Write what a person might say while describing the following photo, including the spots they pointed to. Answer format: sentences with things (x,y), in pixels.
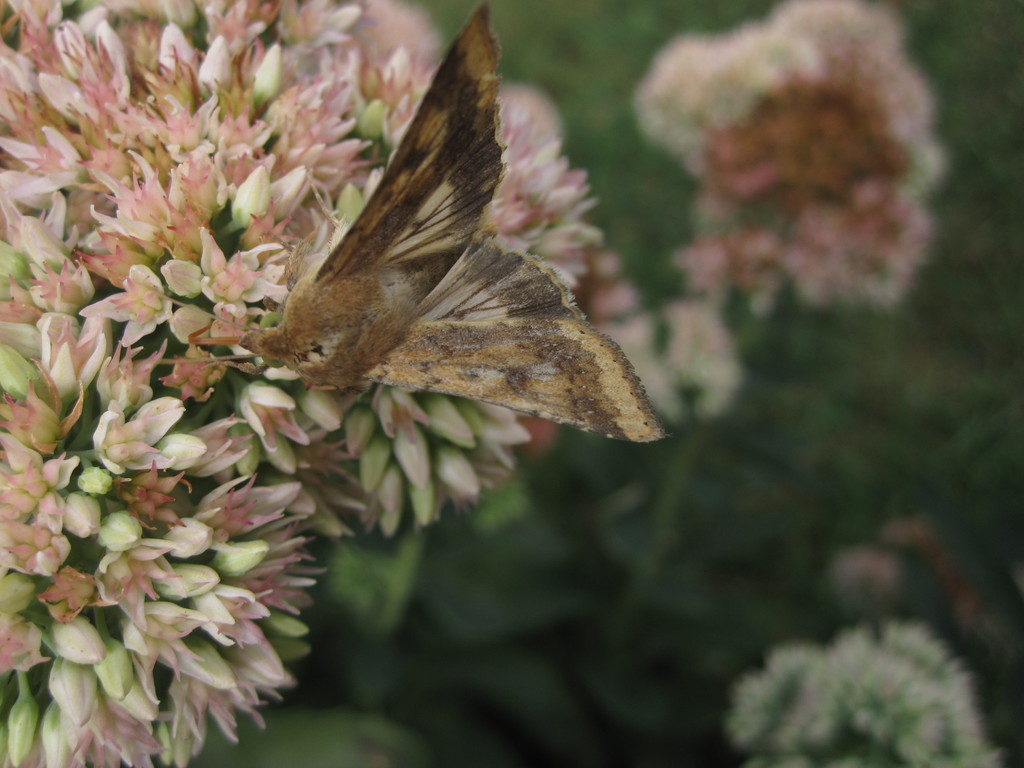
In this image I can see flowers (430,26) and a butterfly (352,285) visible on flowers (188,257) on the left side (335,324).
